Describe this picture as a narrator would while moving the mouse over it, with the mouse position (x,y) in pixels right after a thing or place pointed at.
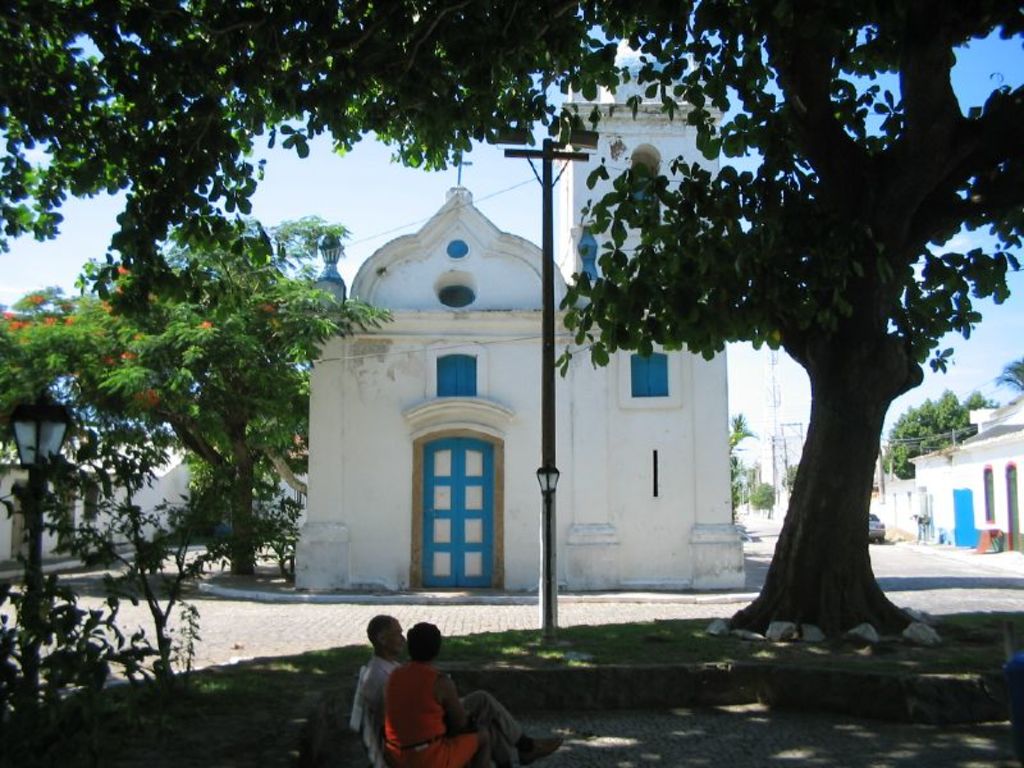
I think this is a church (385,427) with the window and a door (486,527). There are two people (437,689) sitting. These are the trees (340,53). I can see a holy cross symbol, which is at the top of the building (494,321). These are the houses (982,497). This looks like a car (870,532) on the road (890,556). I think this is a light pole (42,455).
